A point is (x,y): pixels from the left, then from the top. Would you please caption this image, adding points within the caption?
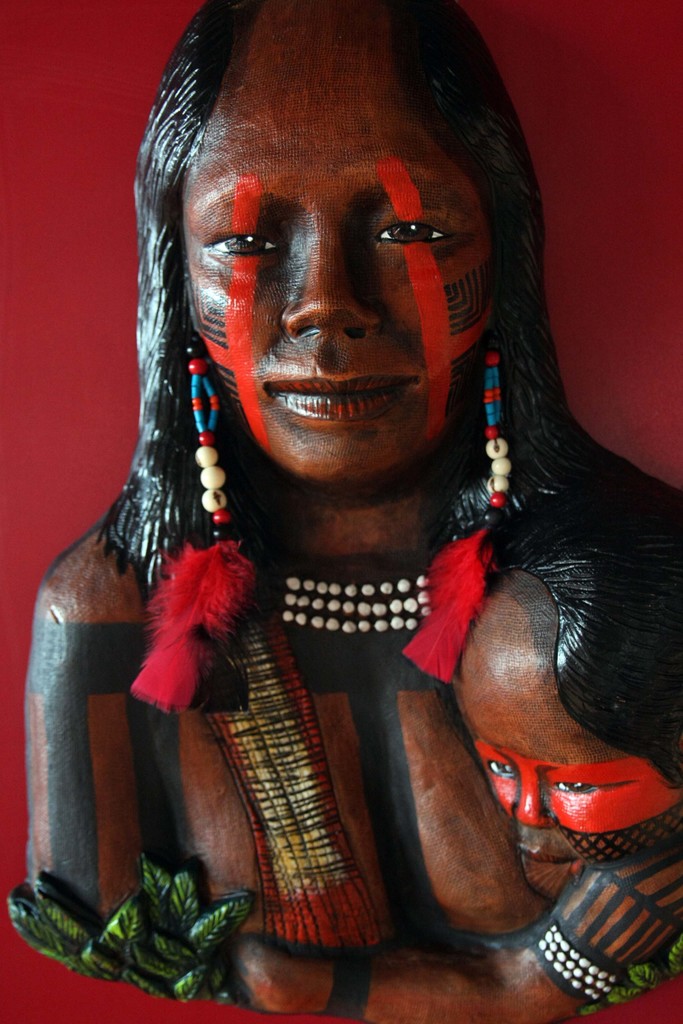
In this image, this looks like a sculpture (346,487) of the woman (377,697) and a child (530,677). This looks like a necklace (396,604). These are the leaves (239,914). The background (108,88) looks maroon in color.
